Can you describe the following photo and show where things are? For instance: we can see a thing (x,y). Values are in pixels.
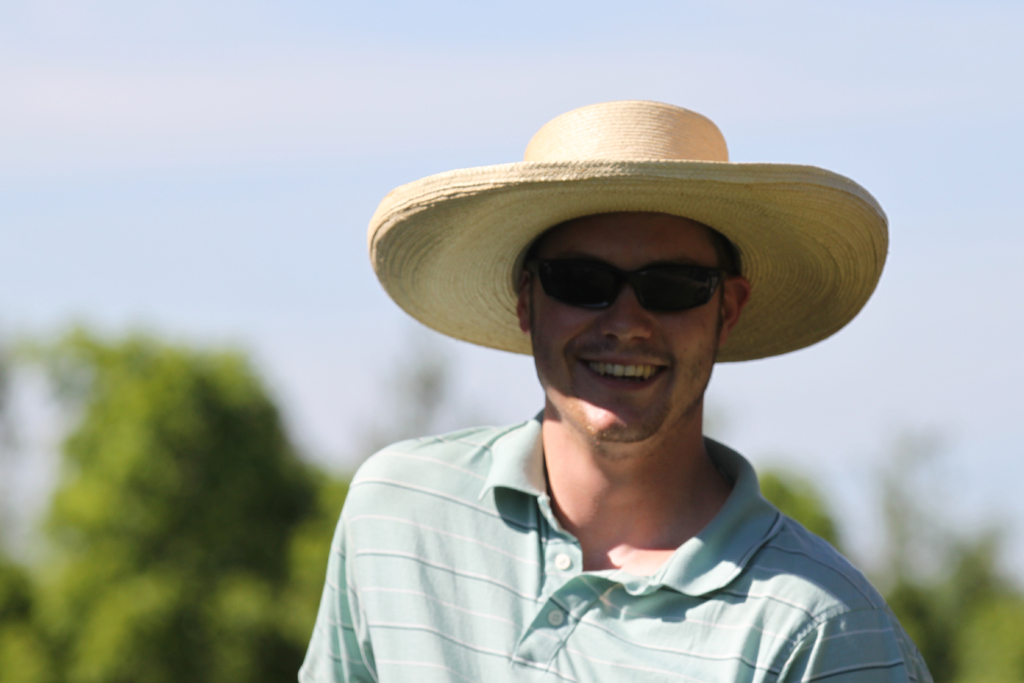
In this image we can see a person (537,467) wearing a hat (739,334) and glasses (593,285). On the backside (326,421) we can see some plants (201,602) and the sky (234,165).
